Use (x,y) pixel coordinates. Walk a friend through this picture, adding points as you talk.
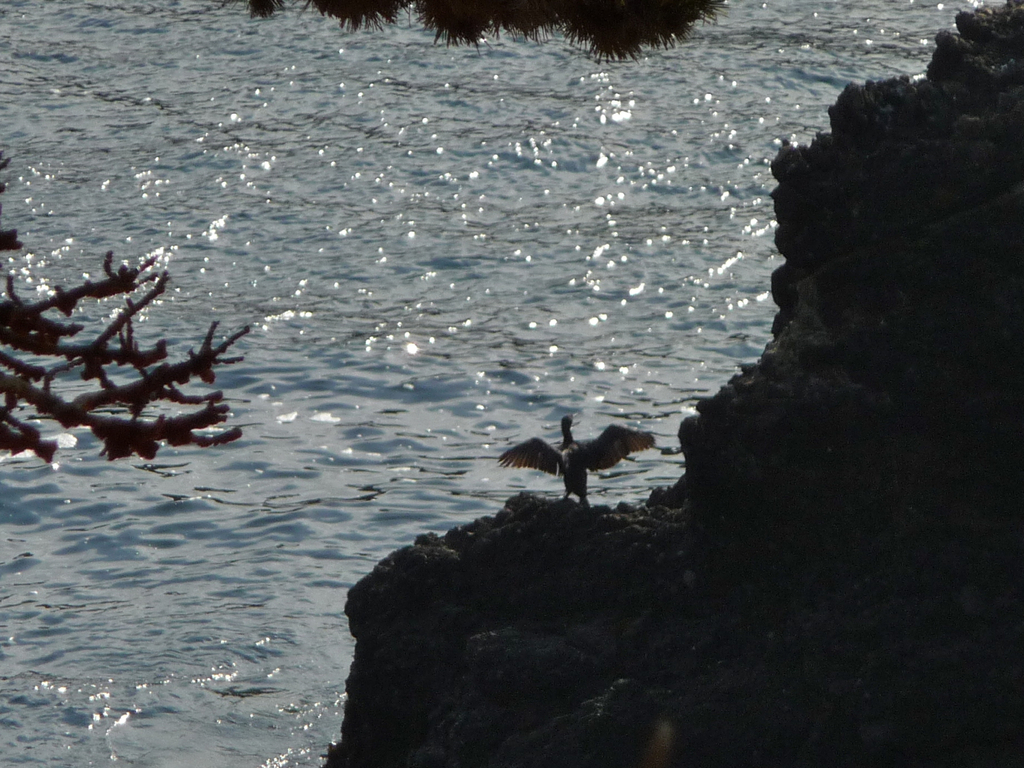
In this image I can see the lake (190,461), at the top (457,9) might be the grass (342,1), on the left side (13,316) I can see tree branches (137,307), on the right side (876,211) I can see the hill (906,147), on which I can see a bird (583,465).
